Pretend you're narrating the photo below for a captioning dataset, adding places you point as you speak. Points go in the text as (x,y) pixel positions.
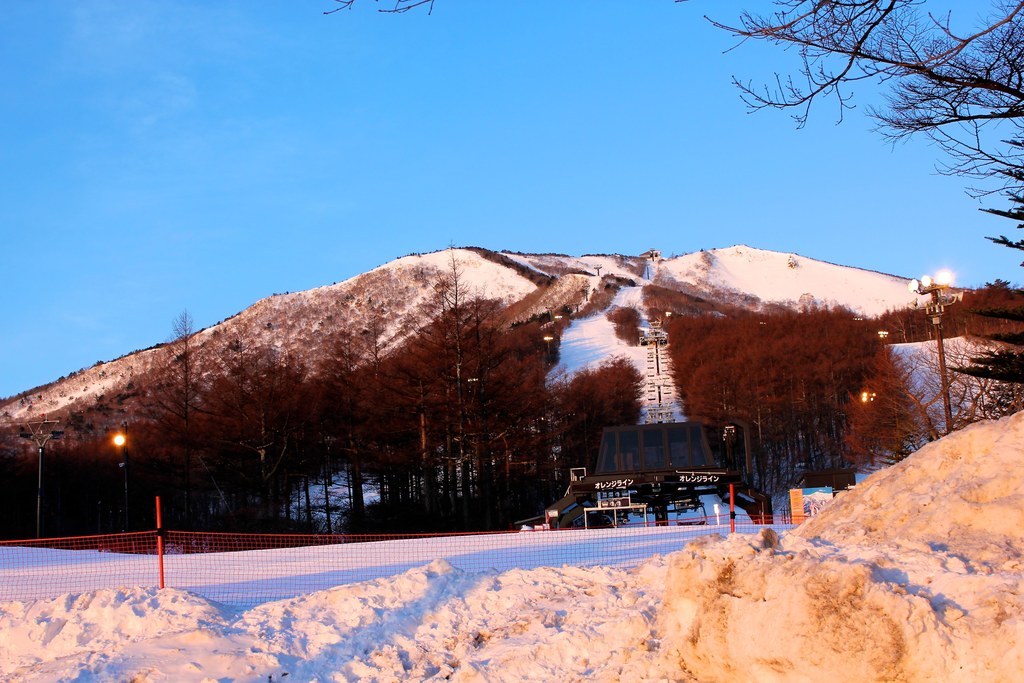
In the foreground of the picture (577,567) there is snow (486,581). In the center of the picture (478,345) there are trees (953,330), lights (944,378), a construction (665,467) and hill (527,303). Sky (168,338) is sunny. On the right (1002,106) there are trees (1014,109).
